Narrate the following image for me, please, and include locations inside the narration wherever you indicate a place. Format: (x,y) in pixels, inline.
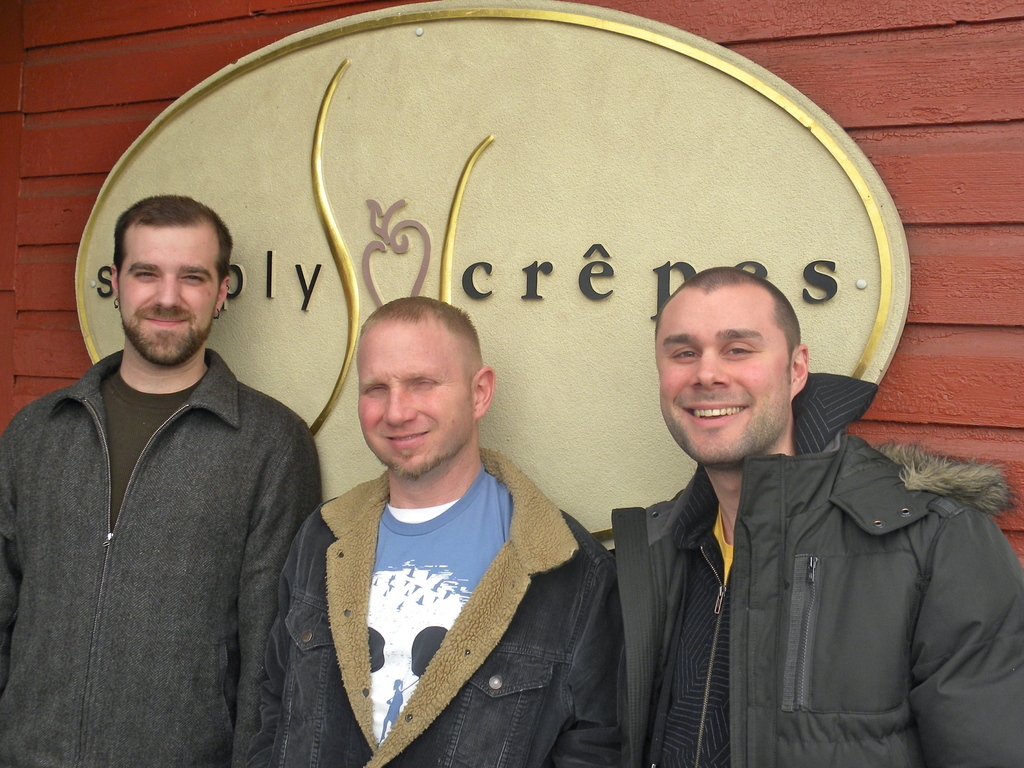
In this image, we can see three people (225,546) are standing near the wall (984,400). They are smiling and watching. Here there is a name board (506,288).
